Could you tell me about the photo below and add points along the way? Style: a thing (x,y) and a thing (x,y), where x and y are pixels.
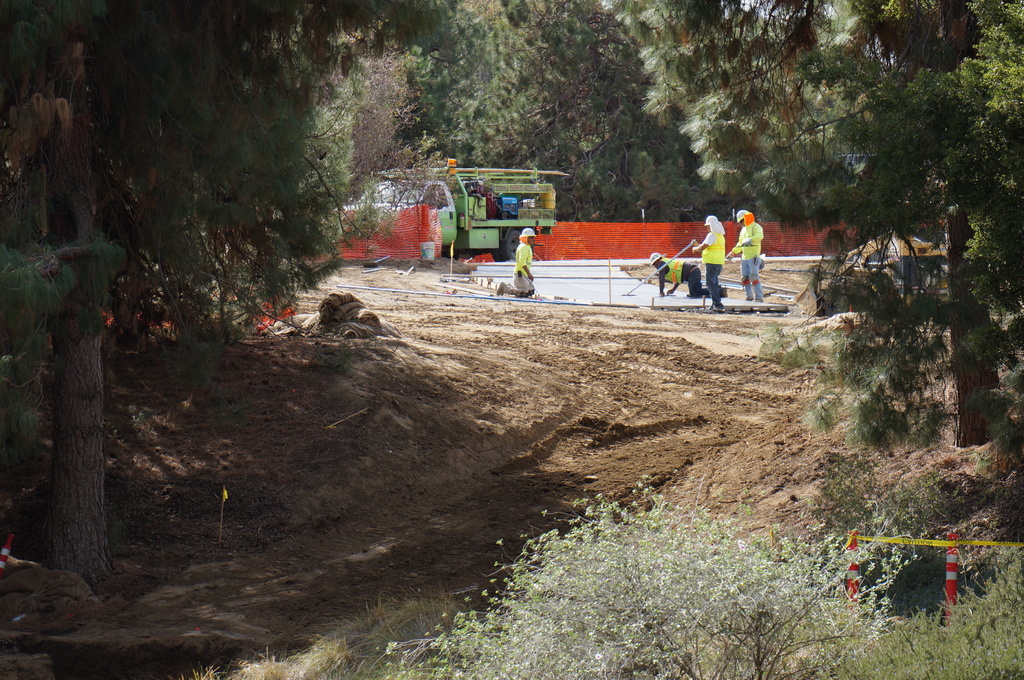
In this image we can see a few people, there is a vehicle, there are poles (949,571), ribbon (941,542), trees (551,20), plants (374,618), also we can see the sky (816,5).
